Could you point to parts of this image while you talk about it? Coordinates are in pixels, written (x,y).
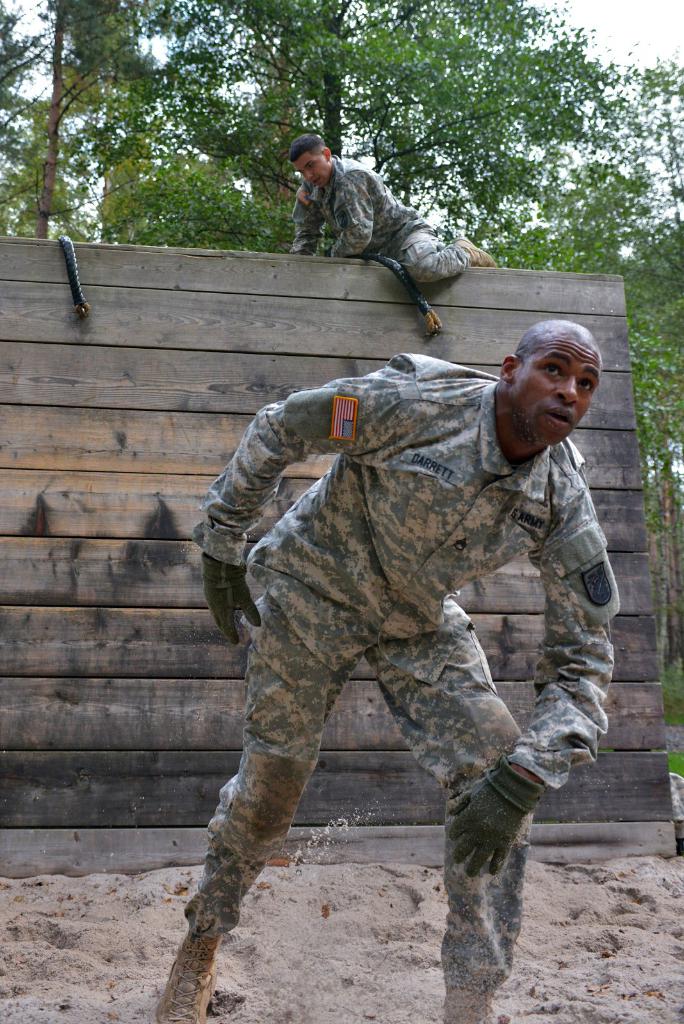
In this image we can see two persons (456,624), among them one person (361,250) is climbing the wooden wall (361,304), there are some trees (183,195) and sand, also we can see the sky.
